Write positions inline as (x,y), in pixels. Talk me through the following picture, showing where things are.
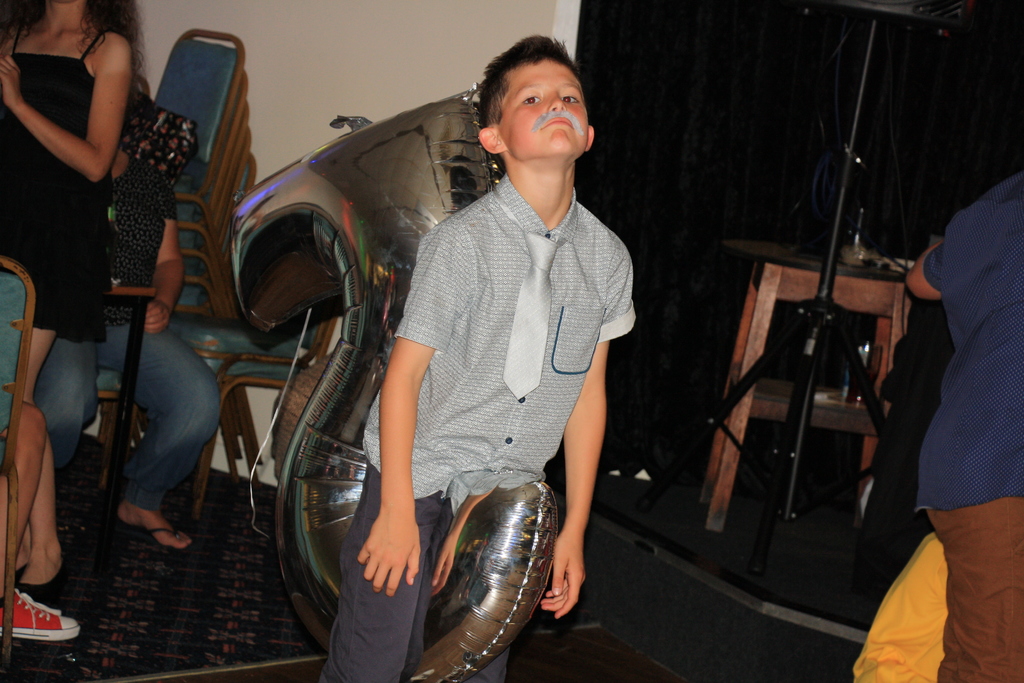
In the center of the image (580,360) there is a person (443,397) standing with a balloon (520,598). On the left side of the image (167,226) there are people (18,148) sitting on the chairs (28,305). On the right side of the image (982,611) there is a person (966,587). Behind him there is a metal rod (830,277). There is a wooden table (842,278). On top of it there is some object (873,252). In the background of the image (373,61) there is a wall (374,44). There are curtains (720,74). At the bottom of the image (176,626) there is a mat (163,614) on the floor (157,613).
